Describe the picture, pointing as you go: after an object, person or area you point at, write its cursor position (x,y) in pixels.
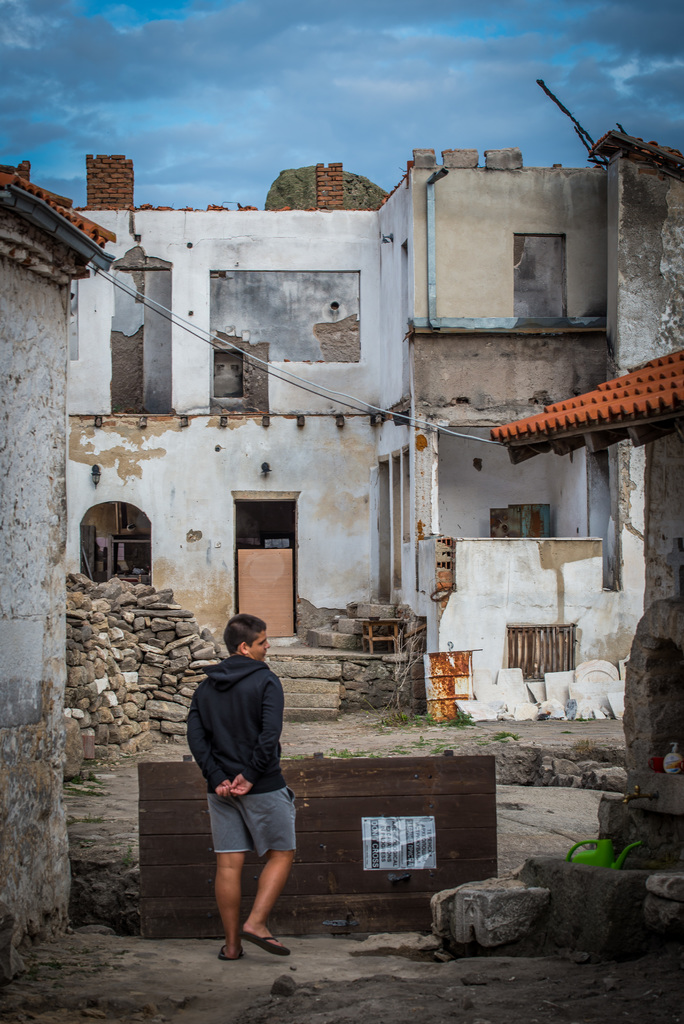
In this image we can see there are buildings (135,435) and there is the person (236,796) walking on the ground (560,837) and there is a wooden object (336,910) and the wall (564,886). At the top (312,112) there is the sky (324,63).
